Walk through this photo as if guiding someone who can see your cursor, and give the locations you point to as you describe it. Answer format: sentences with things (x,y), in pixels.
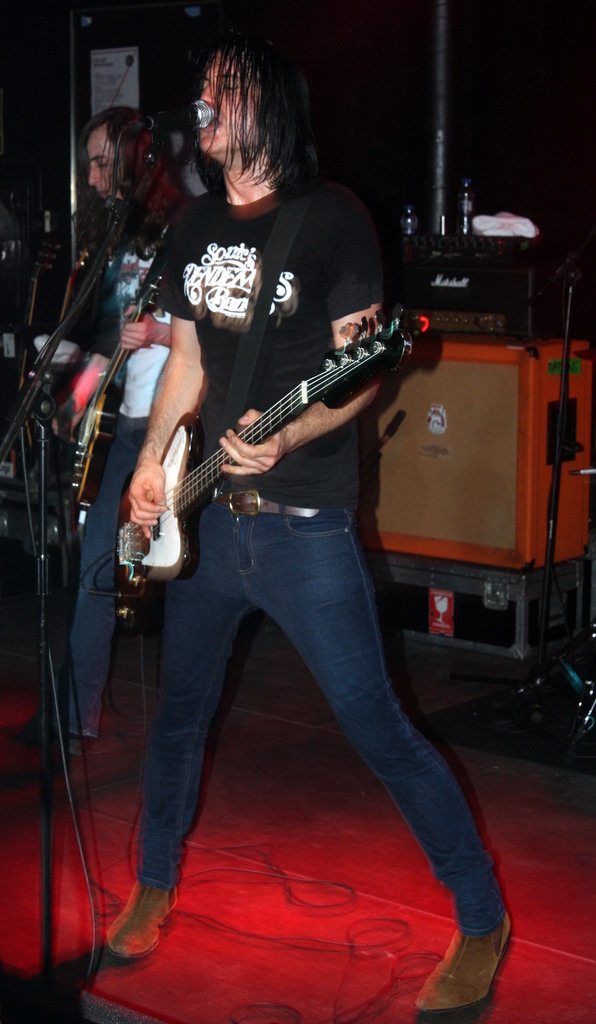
In this picture there are two musicians (173,428) standing and performing. The man (230,350) in the front (280,505) is standing and holding a guitar (188,485) in his hand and singing in front of the mic (174,112). In the background (111,242) there is a box (472,432) and the person (126,238) is standing holding a guitar (94,410) in his hand (92,391).
